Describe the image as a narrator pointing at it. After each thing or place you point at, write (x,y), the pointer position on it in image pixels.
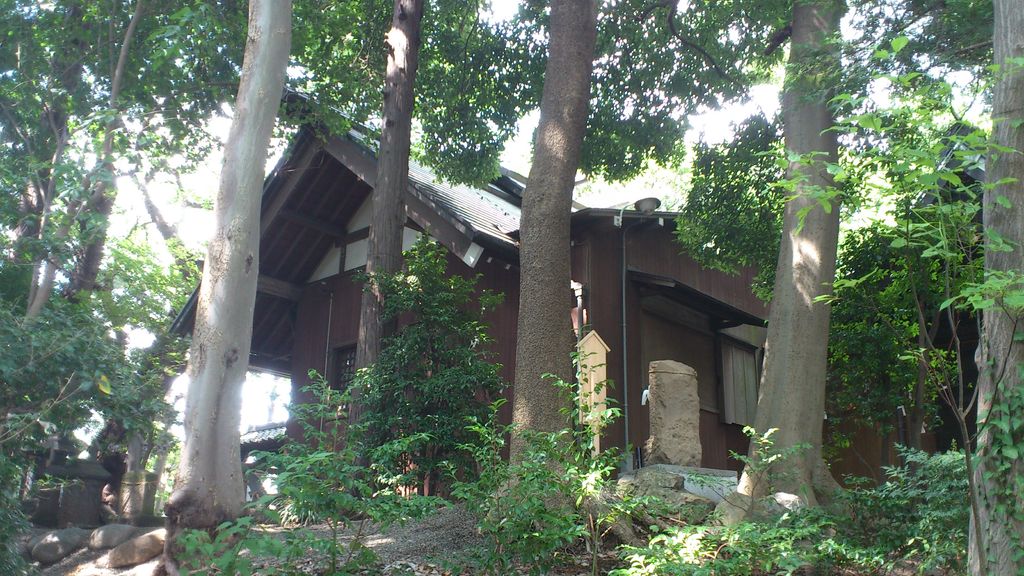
In the picture I can see a house (458,273), plants (451,451), trees (242,349), rocks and some other objects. In the background (506,136) I can see the sky (256,419).
